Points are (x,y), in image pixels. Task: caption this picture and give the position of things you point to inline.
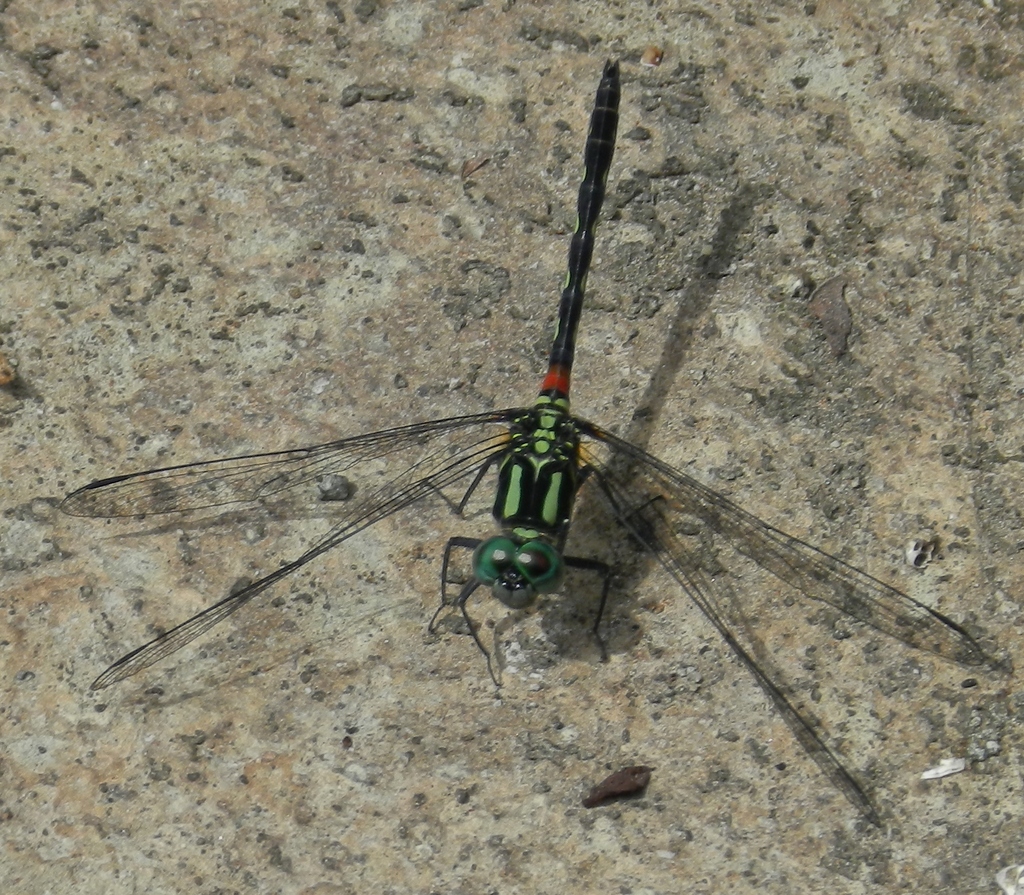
In this image there is an insect (552,540) on the surface (319,823).
